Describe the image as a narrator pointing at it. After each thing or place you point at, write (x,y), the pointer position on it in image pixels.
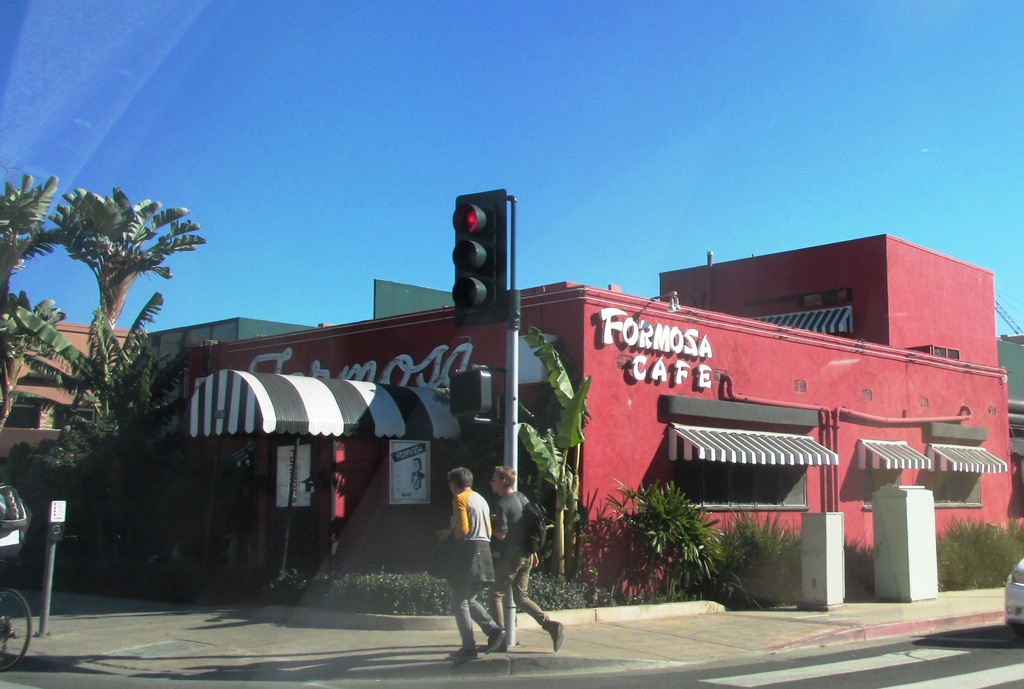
In this image there is the sky (425,130) towards the top of the image (445,100), there is a building (691,390) towards the right of the image (881,420), there is a building (24,425) towards the left of the image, there is text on the building (583,351), there is a tree (61,351) towards the left of the image (93,227), there are plants (417,587), there is a board (423,498) on the building (421,516), there is text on the board (400,484), there is road (834,679) towards the bottom of the image (854,682), there are two men (468,547) walking, there is a man (507,530) wearing a bag (530,524), there are poles (511,430), there is a traffic light (484,271), there is an object (1014,575) towards the right of the image (1013,585) that looks like a car (1006,584), there is a bicycle wheel (18,633) towards the left of the image (5,636), there is a person (6,551) on the bicycle (17,587), he is wearing a bag (15,503).
